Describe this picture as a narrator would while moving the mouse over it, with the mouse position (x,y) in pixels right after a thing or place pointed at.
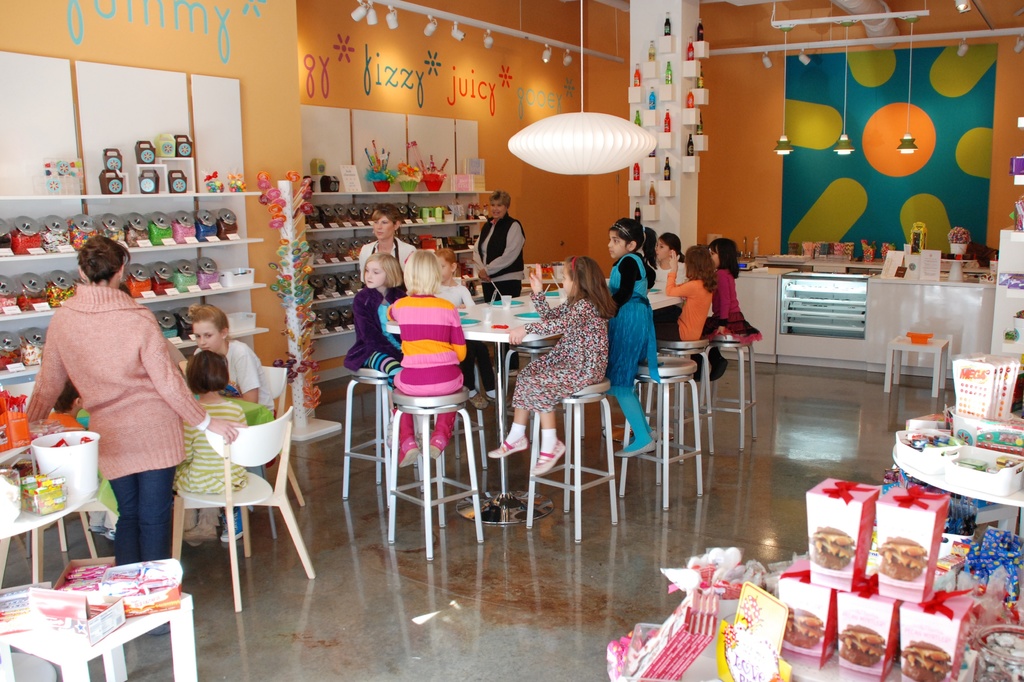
This is a candy shop (623,446). So many kids (623,321) are sitting on the stool (677,359). There is a table (498,333) and stools (459,409). And one girl (235,484) wearing green and white dress (211,464) is sitting on the chair (251,499). Beside her one kid (239,352) is sitting. And a lady (153,380) is standing wearing a jacket (118,416). On the cupboard (202,249) there are many items (205,235) kept. There are lollipops (290,300) on the stand (293,234). On the wall (388,110) there is written something. And they decorated the walls (681,108) with bottles (650,194). And there are hanging lamps (840,150). And on the table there are many items (955,589) kept.
